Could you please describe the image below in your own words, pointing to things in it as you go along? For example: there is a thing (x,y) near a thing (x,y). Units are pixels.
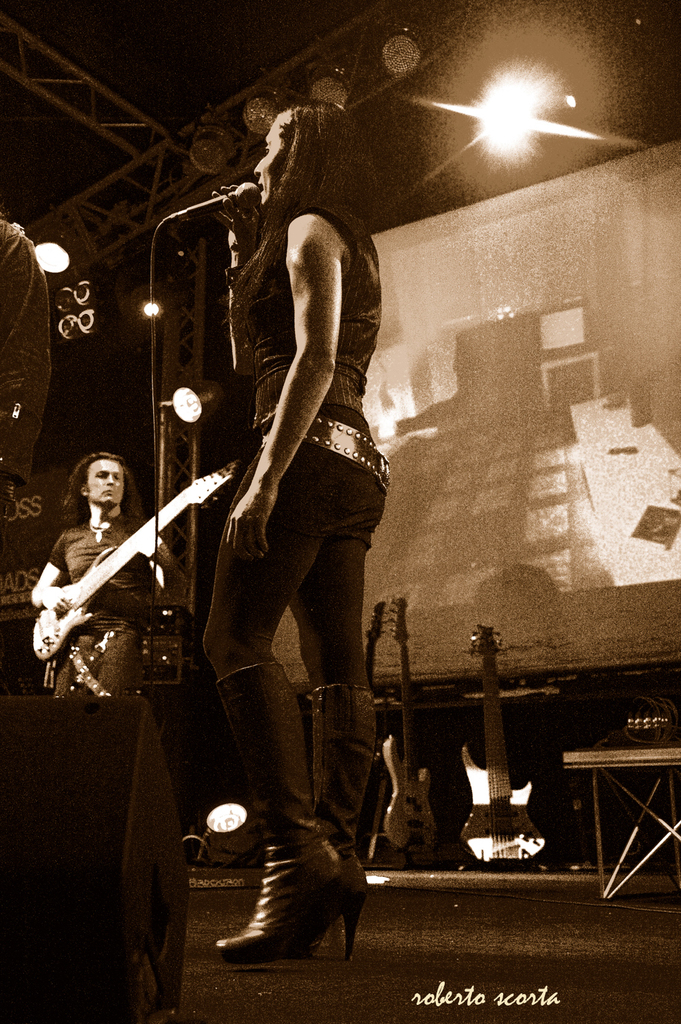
In this image there are group of persons (128,669) who are playing musical instruments (90,577) at the middle of the image (312,345) there is a person (301,444) wearing black color dress (276,379) holding microphone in her hand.
